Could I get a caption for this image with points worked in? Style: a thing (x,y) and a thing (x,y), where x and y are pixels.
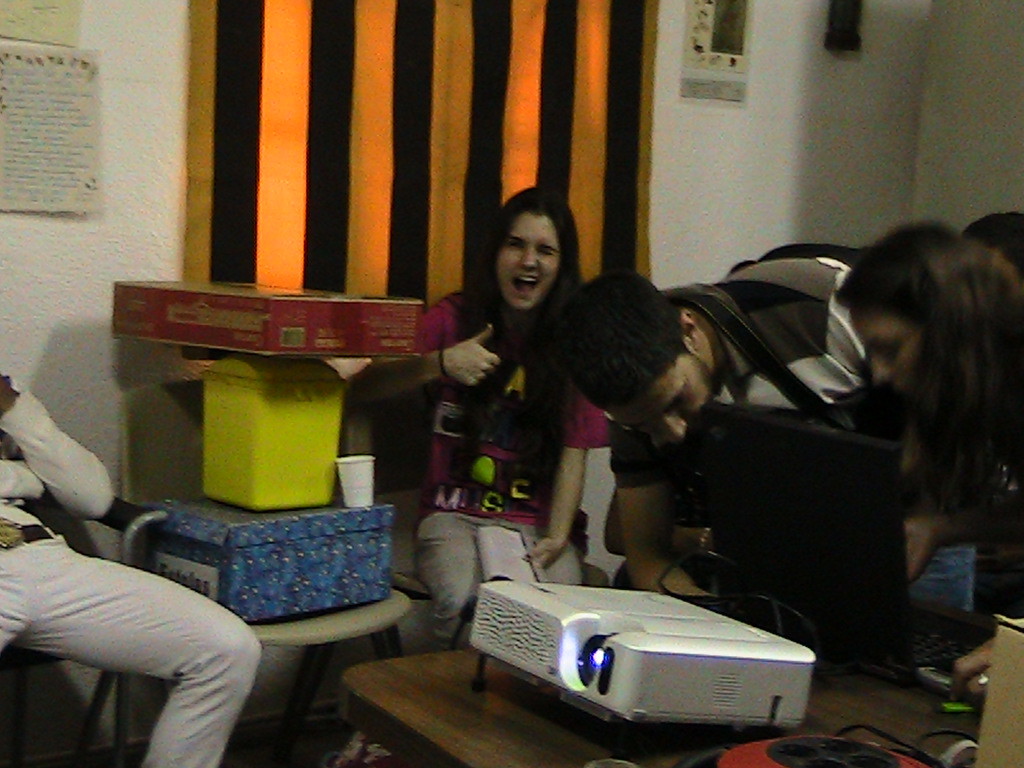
In this picture we can see some people (83,501) where some are sitting on chair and some are holding papers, and in front of them there is table (485,697) and on table (804,725) we can see projector (531,625) beside to them there are boxes (232,336) on chair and in background (663,121) we can see wall (132,115) with posters (86,135).
